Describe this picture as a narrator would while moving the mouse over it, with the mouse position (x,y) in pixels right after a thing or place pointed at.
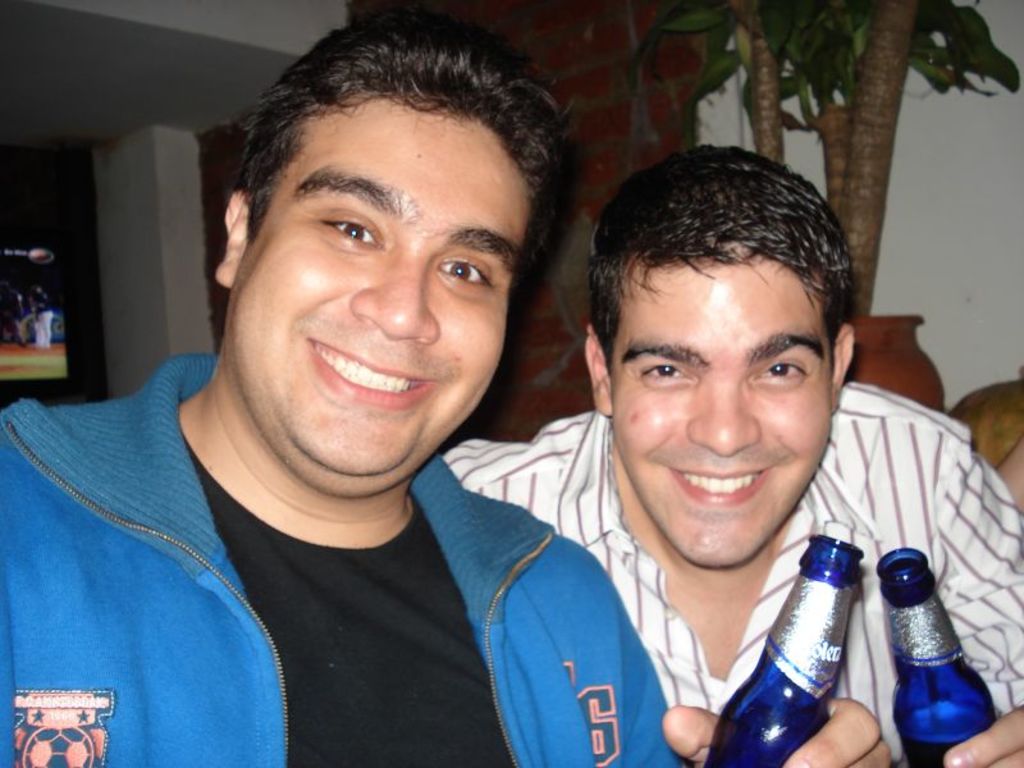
This picture consists of a two person (774,588), holding a two bottles (763,708) in their hand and having a smile on their face (691,421). The background (980,252) is white in color. In the top right (865,184), a houseplant (865,184) is there. In the left (82,288), a monitor (57,302) is visible. This image is taken inside a house (152,111).
